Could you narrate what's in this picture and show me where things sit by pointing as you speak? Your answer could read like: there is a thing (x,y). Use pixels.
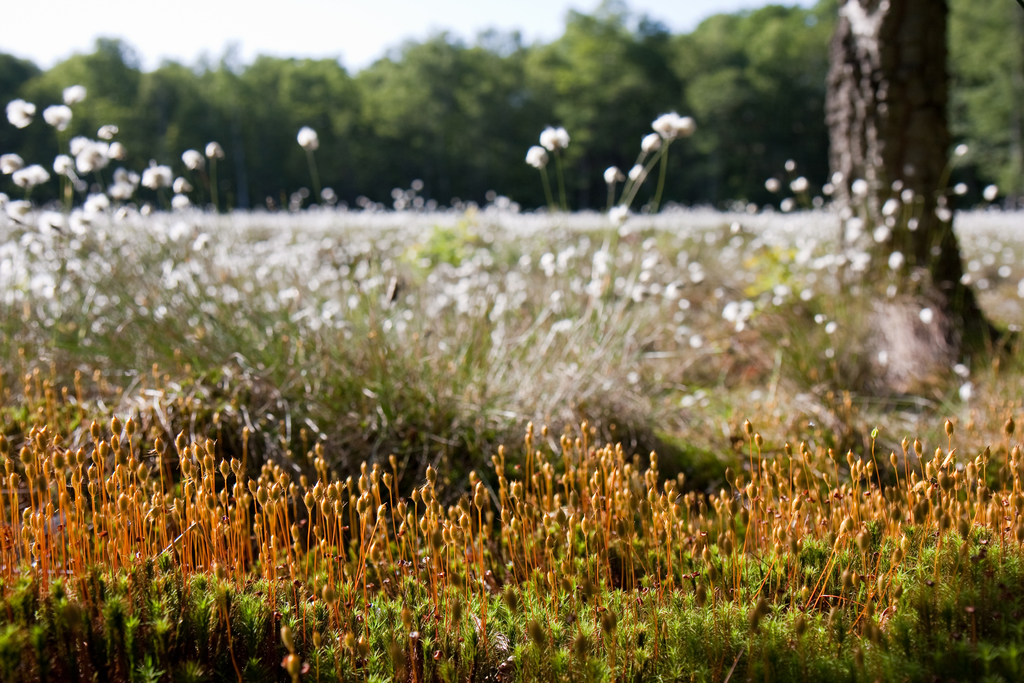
This image consists many plants (421,496) and trees (207,130). In the middle (546,272), it looks like there are cotton plants (400,260). In the background (584,131), there are trees (92,58). At the top (115,33), there is sky (115,33).
